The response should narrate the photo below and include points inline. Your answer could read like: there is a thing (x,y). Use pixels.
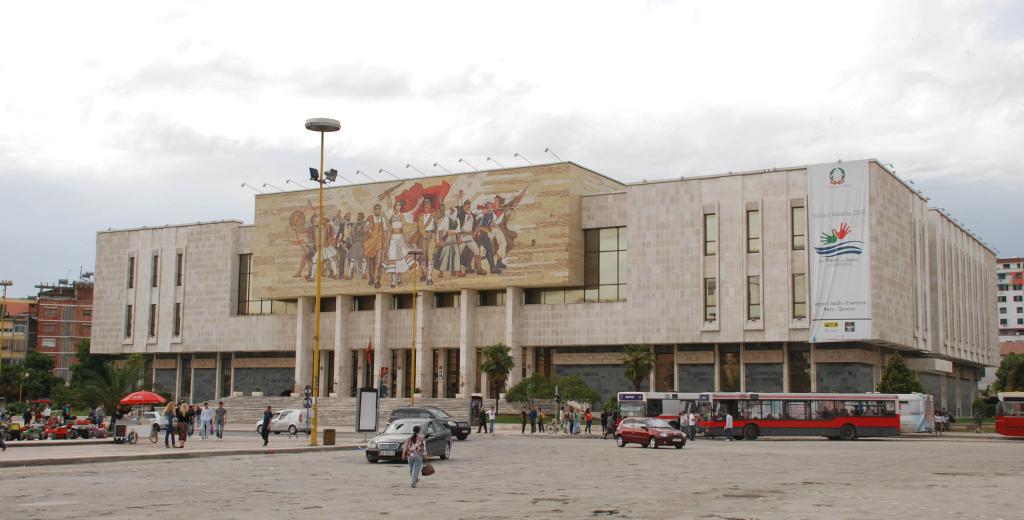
In this image, there are a few buildings (478,225). We can see some boards (831,302) with text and images (311,224). There are a few vehicles (388,457) and people (480,414). We can see some stairs (347,407) and a pole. We can see some trees (133,365) and the sky (450,151).
